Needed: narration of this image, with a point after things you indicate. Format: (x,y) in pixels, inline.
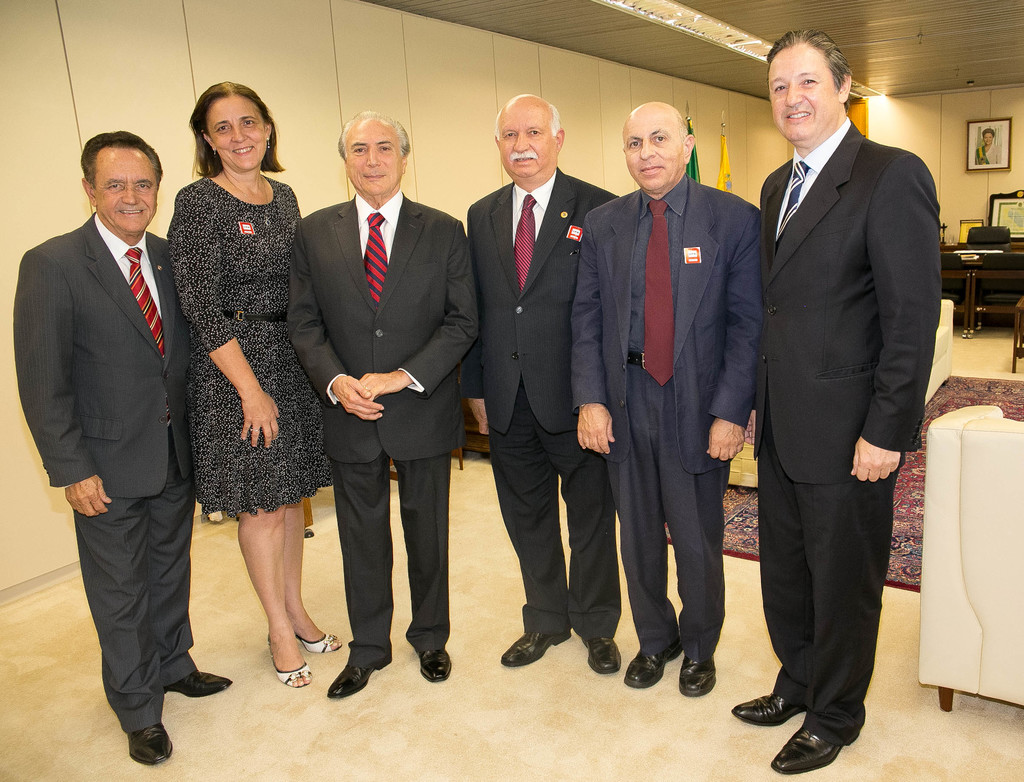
In this picture there is an old man (537,211) who is wearing suit (492,272), trouser (526,539) and shoes (544,639). Beside him there is another man (713,272) who is wearing blazer (726,223), tie (653,207), trouser (666,519) and shoes (657,664). On the left (119,438) there is a man (134,274) who is standing near to the woman (228,384). Beside the woman (291,460) I can see the man (416,256) who is wearing suit (387,337), trouser (390,624) and shoes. On the right (830,393) there is a man (832,470) who is standing near to the couch (962,482) and carpet (909,562). In the back (696,158) I can see the flags (722,143), table (954,257), photo frames (994,145) and lights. At the table (979,264) I can see the chair (983,236) and some papers (972,249).
